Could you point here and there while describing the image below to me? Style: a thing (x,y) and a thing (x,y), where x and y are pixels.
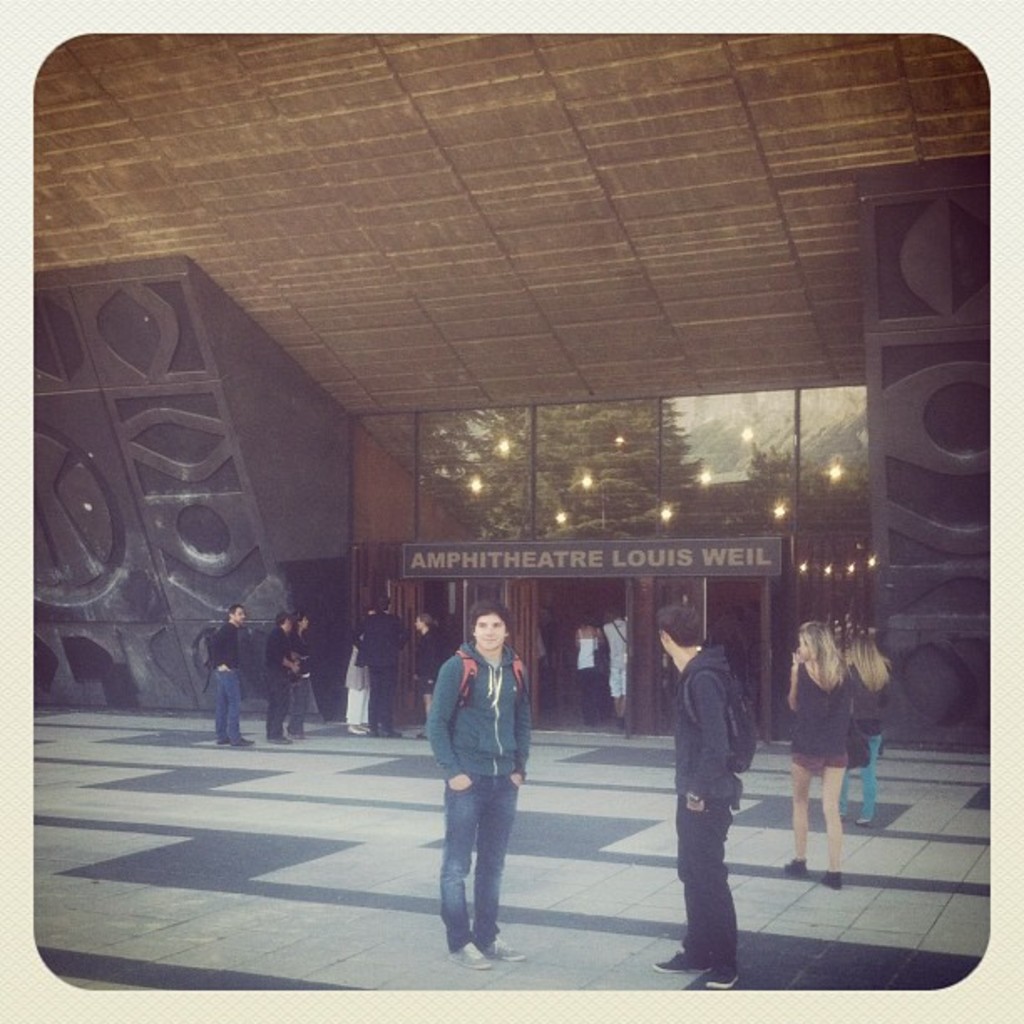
Here in this picture we can see some people (467,693) standing and walking on the ground (360,899) over there and behind them we can see an amphitheater (305,81) present, as we can see the board (407,570) of it on the building (659,539) present over there and inside it we can see lights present on the roof (363,257) all over there.
